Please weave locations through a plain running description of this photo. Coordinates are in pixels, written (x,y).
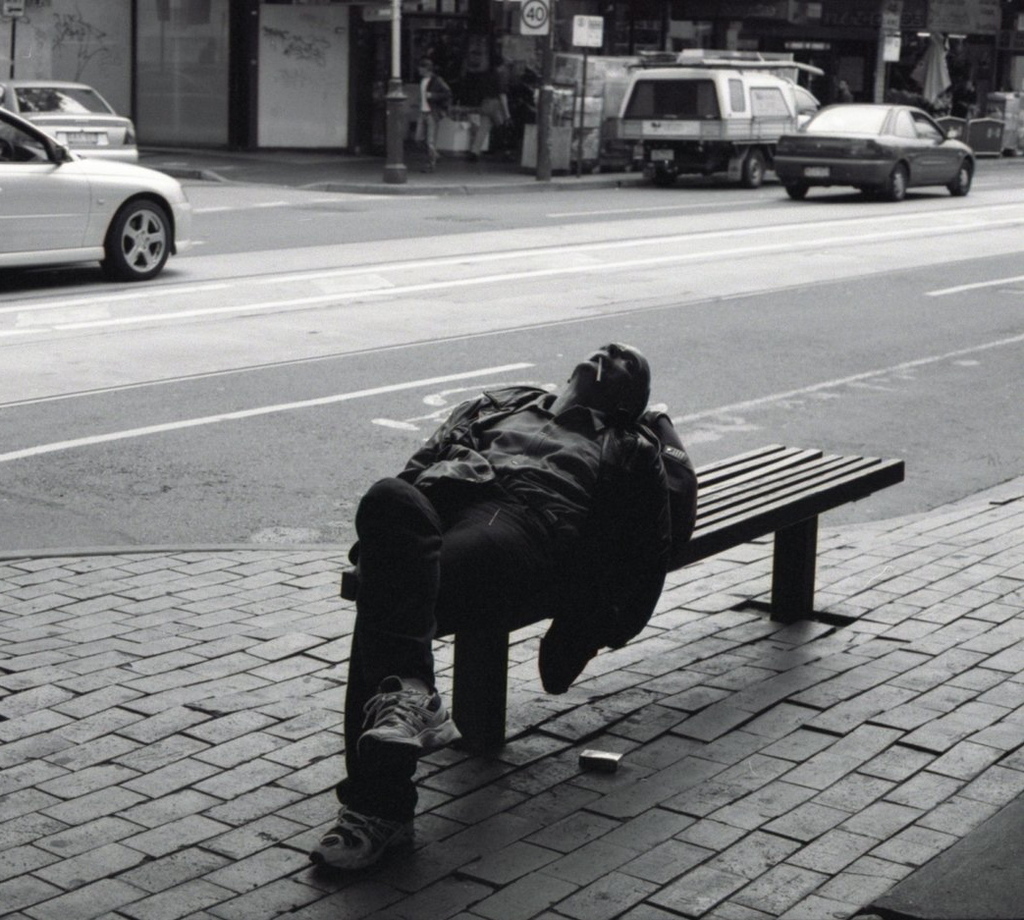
In the picture we can find a bench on the path (5,641) one man (592,498) is laying on it. In the background (899,127) we can find some cars (883,129), pole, road (323,254) and white stripes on the road (308,195). And we can see some kilometer speed limit board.
